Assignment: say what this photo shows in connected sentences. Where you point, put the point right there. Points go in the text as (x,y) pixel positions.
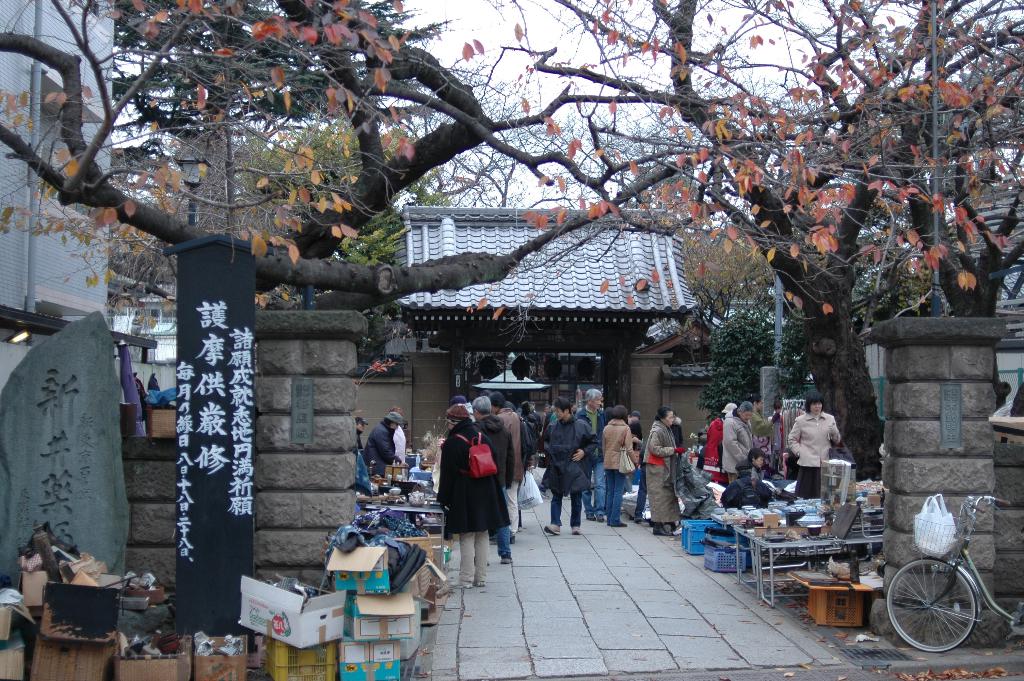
In this image, we can see people (522,454) standing and wearing coats (497,441) and some are wearing bags (479,435) and in the background (649,373), there are boxes (342,554), boards (102,519), stands (771,537), containers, trees (429,288), buildings (20,202), pillars (260,373) and a bicycle (960,552) and we can see some other objects (791,493). At the bottom (639,624), there is a road (641,619).
